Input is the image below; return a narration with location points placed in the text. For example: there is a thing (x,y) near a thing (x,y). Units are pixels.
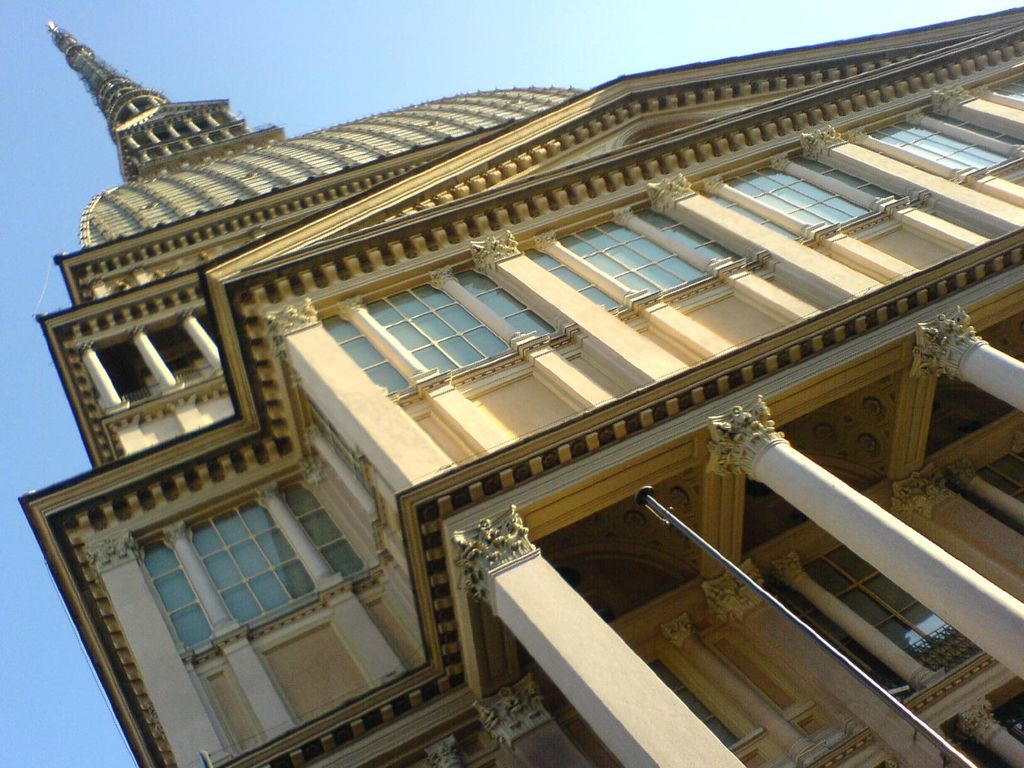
In this image there is the sky (337,54) towards the top of the image (567,28), there is a building (444,331) towards the right of the image (745,243), there are windows (528,319), there are pillars (608,645), there is a pole (813,628) towards the bottom of the image (747,577).
